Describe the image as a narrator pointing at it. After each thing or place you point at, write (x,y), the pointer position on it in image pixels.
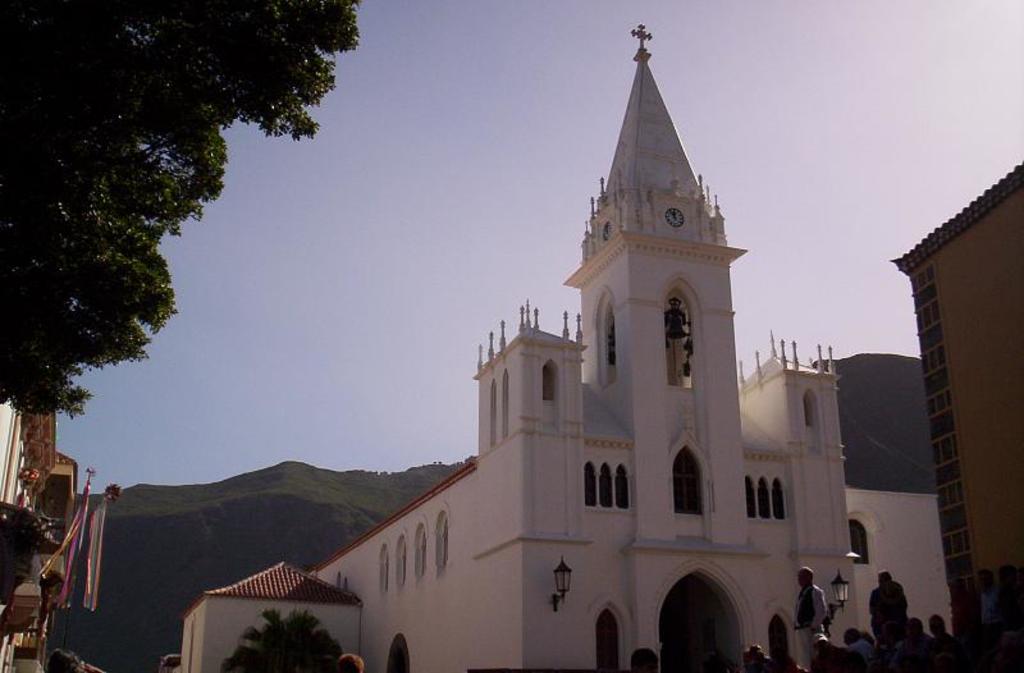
In this image I see few buildings (1002,327) and a church (600,350) over here and I see 2 clocks (672,211) and I see few people (880,605). In the background (106,483) I see the mountains (139,571) and the sky (409,276) and I see the trees (44,30) and I see colorful clothes (96,539) over here.
